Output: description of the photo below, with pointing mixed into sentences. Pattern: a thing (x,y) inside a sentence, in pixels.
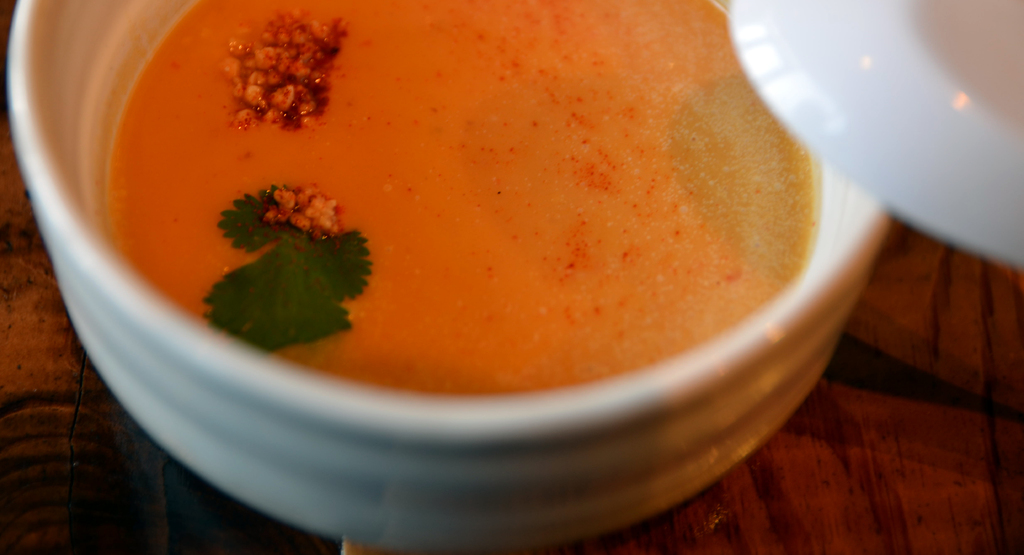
In the picture we can see a wooden plank (861,423) with a bowl (331,443) on it which is white in color and soup (420,368) in it with some leaf (268,272) and on the top of it we can see the white color plate (803,128).
